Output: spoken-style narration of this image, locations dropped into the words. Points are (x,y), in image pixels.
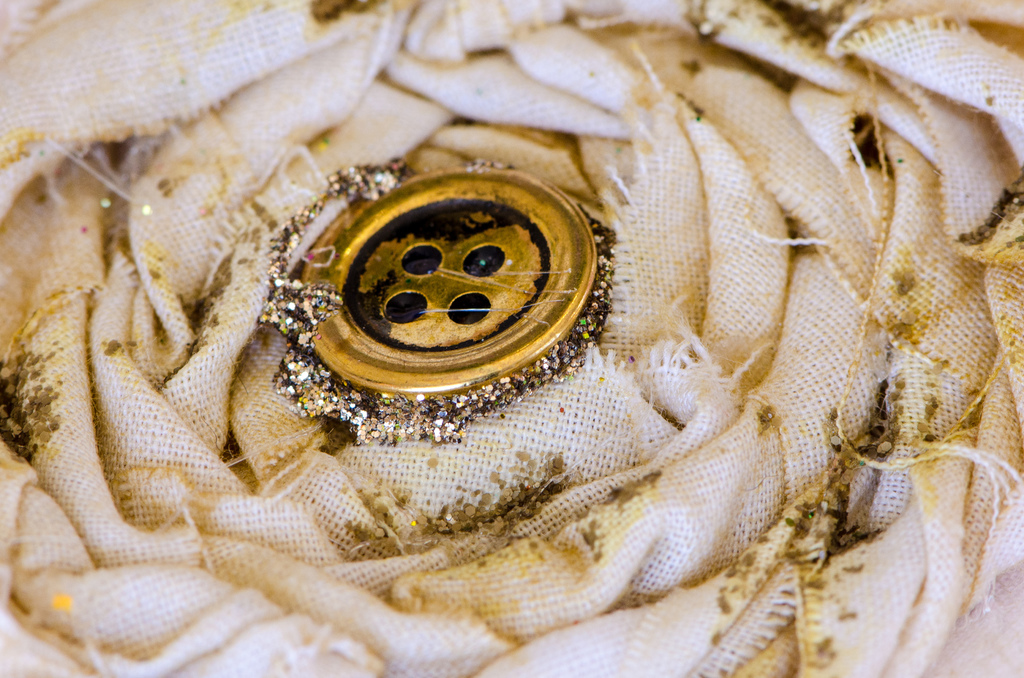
In this picture there is a button (441,225) and there is a glitter (601,237) on the button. At the bottom (655,562) there is a cloth (669,506).
